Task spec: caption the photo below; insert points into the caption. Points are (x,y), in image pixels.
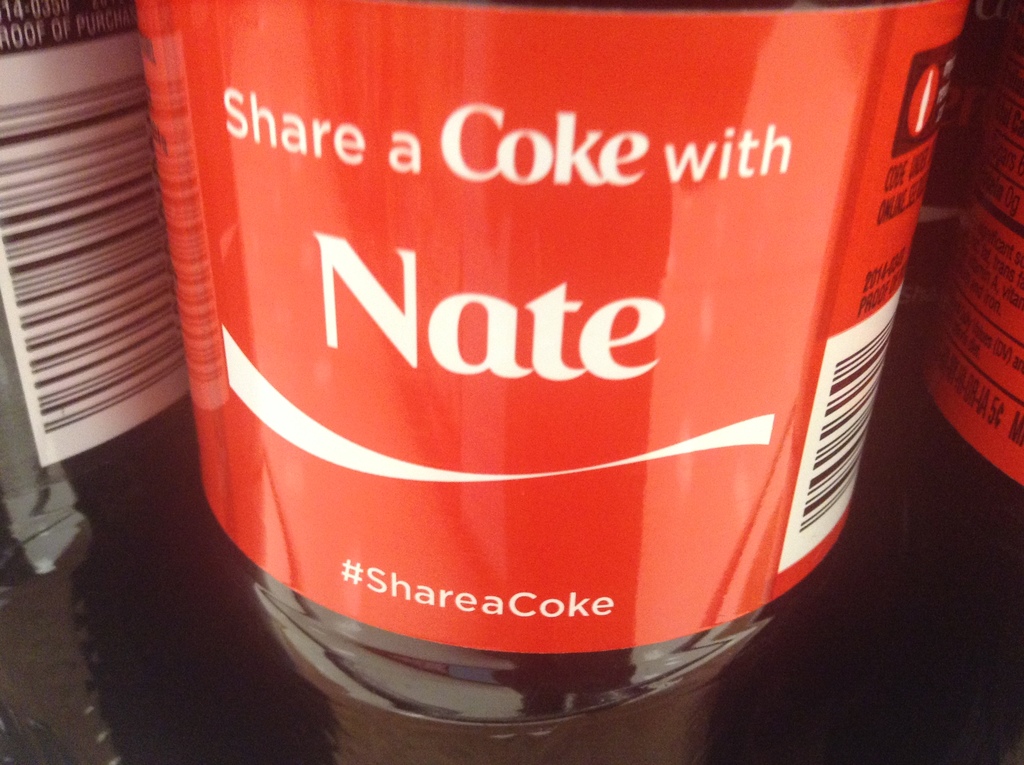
Here I can see three bottles (659,334) placed on a table (116,651). To each bottle (631,381) a paper (416,212) is attached. On this I can see the text (552,334).
